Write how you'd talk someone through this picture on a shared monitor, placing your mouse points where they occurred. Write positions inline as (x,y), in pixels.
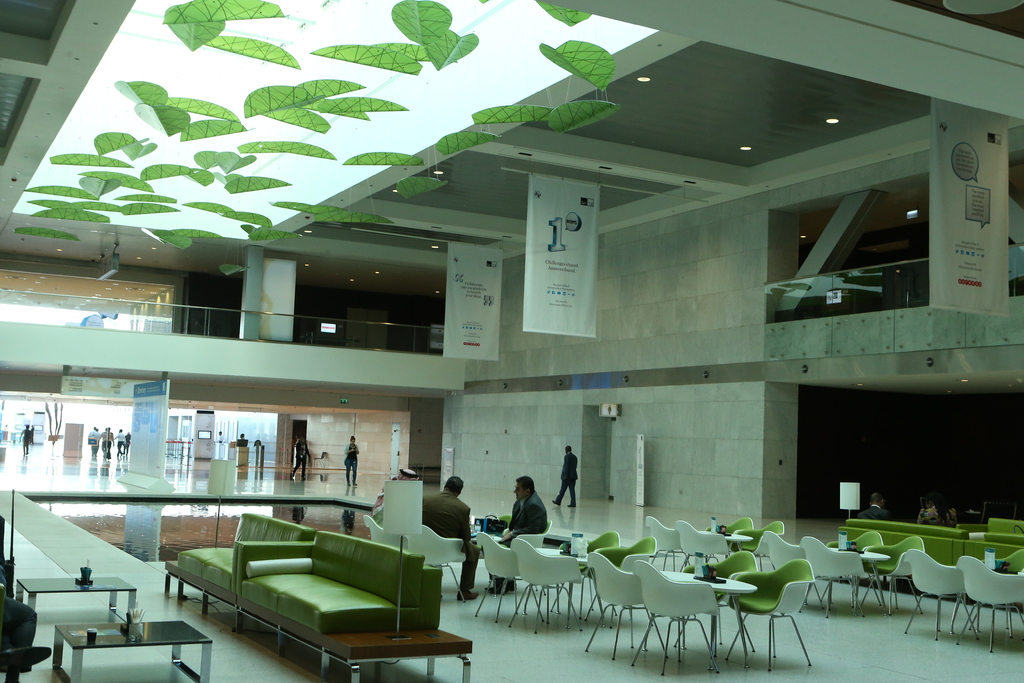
In this picture we can see the inside view of a hall (918,658). Here this is the sofa (368,589) and these are the chairs (724,565). There are tables (89,642). And here we can see three persons (528,520) are sitting on the chairs (504,560) and some persons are walking on the floor (591,516). And this is the wall (712,350). These are the banners (488,310).
